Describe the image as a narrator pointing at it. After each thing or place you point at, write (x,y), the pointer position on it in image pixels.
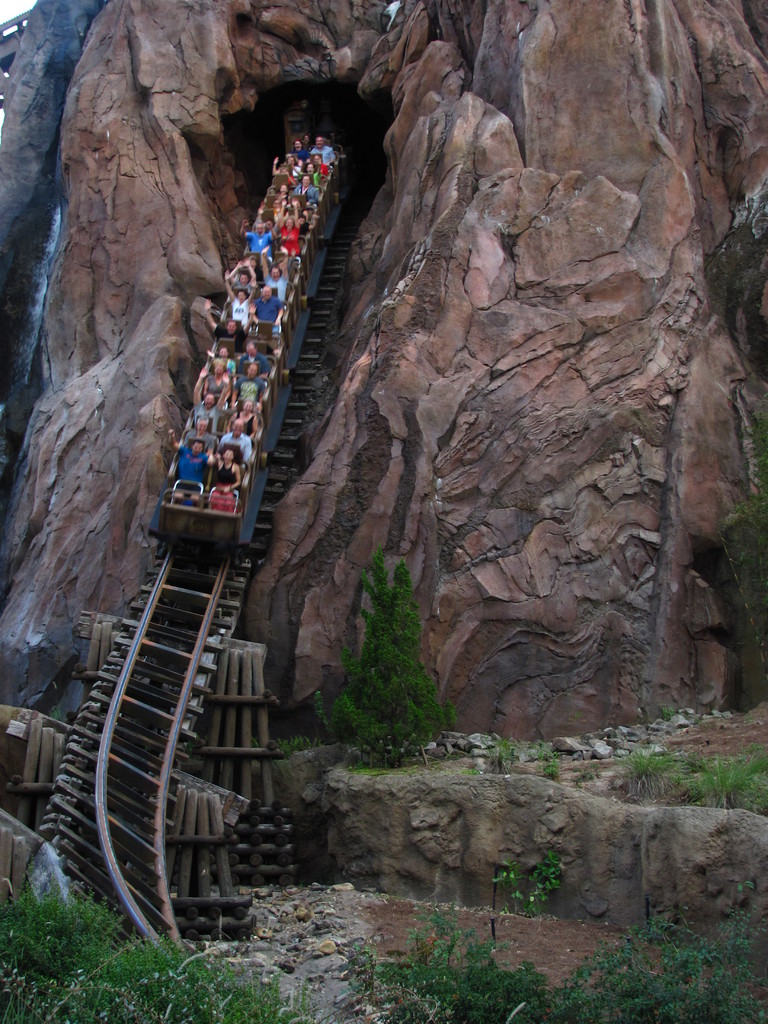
In this image we can see few people (271,308) are riding, there are stones (526,756), plants (438,925), rocks (485,809) and some other objects (227,883) on the ground (261,902).
